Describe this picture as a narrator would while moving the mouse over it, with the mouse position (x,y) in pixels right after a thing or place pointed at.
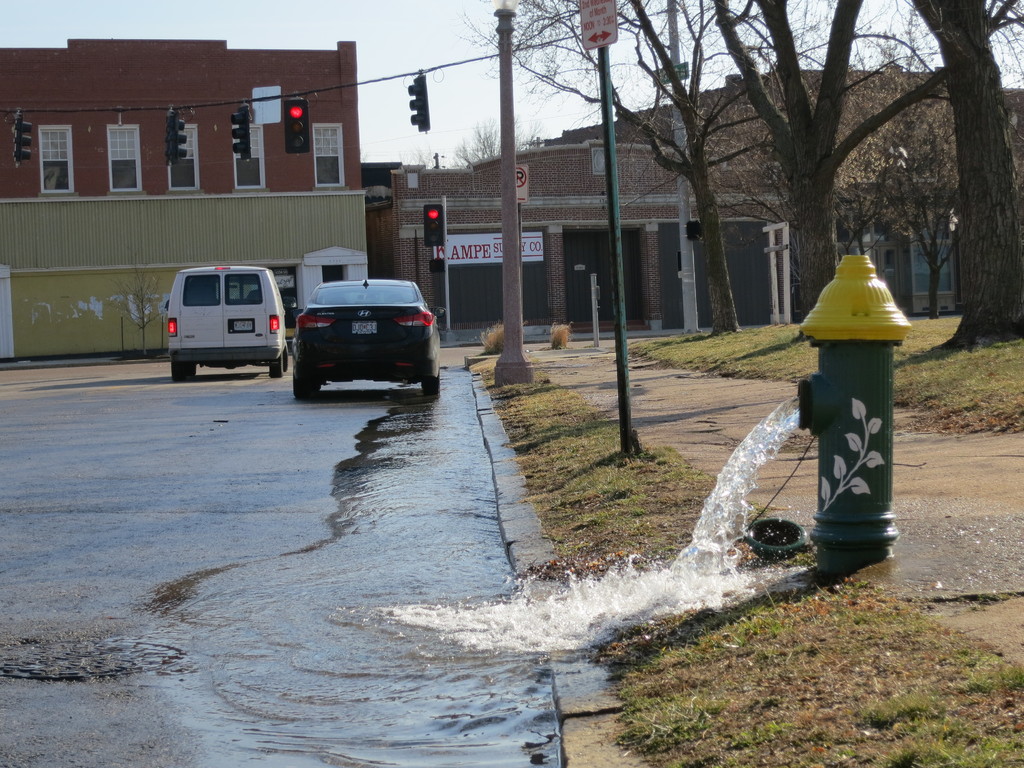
In this image there is water (752,479) flowing from the fire hydrant (840,373) which is on the side walk (778,486), and in the background (209,288) there are vehicles (382,296) on the road (446,390), signal lights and sign boards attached to the poles (509,287), buildings (636,278), grass (1008,377), plants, trees (1023,255), sky (399,36).
